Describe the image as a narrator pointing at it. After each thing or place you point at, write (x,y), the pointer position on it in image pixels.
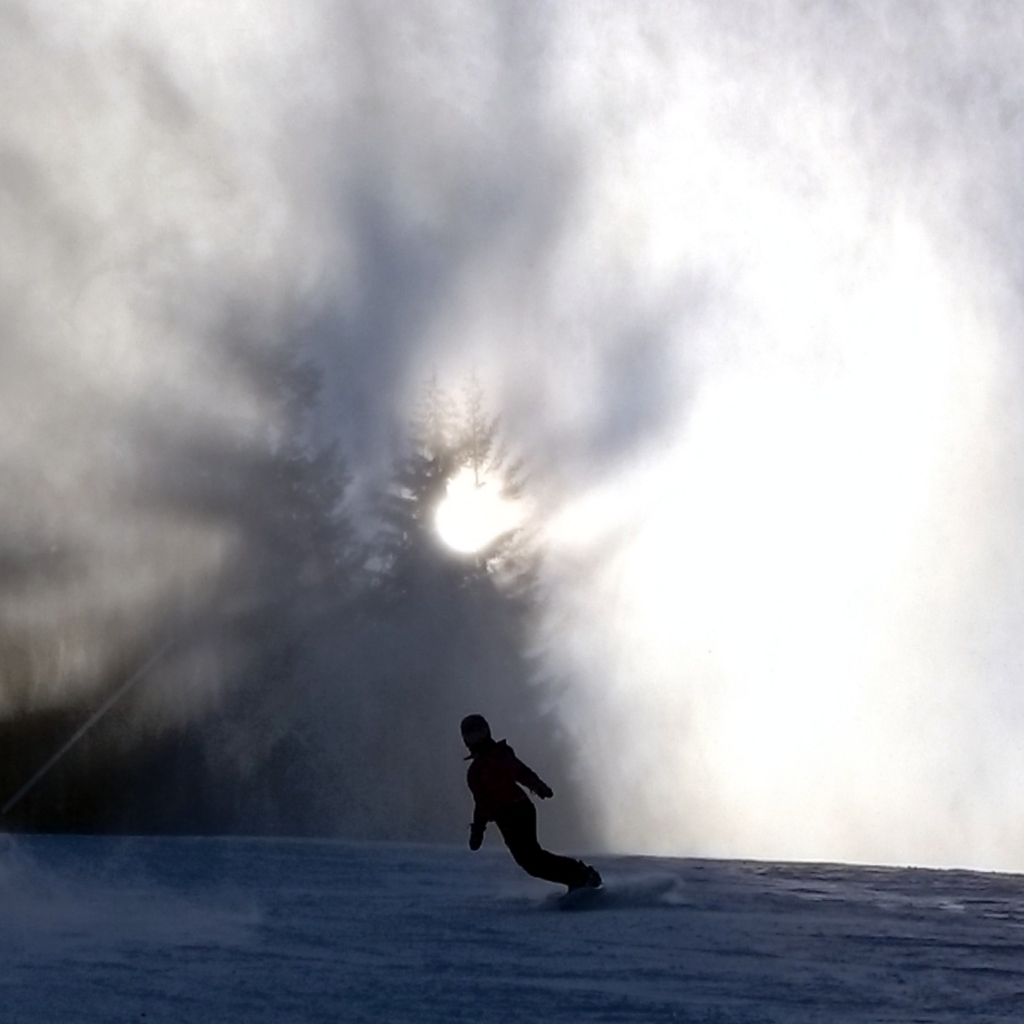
In this image I can see the black colored shadow (535,840) of a person (474,822) skiing on the snow (550,919). In the background (870,593) I can see the sky (790,240), few trees (430,471) and the sun (445,532).
